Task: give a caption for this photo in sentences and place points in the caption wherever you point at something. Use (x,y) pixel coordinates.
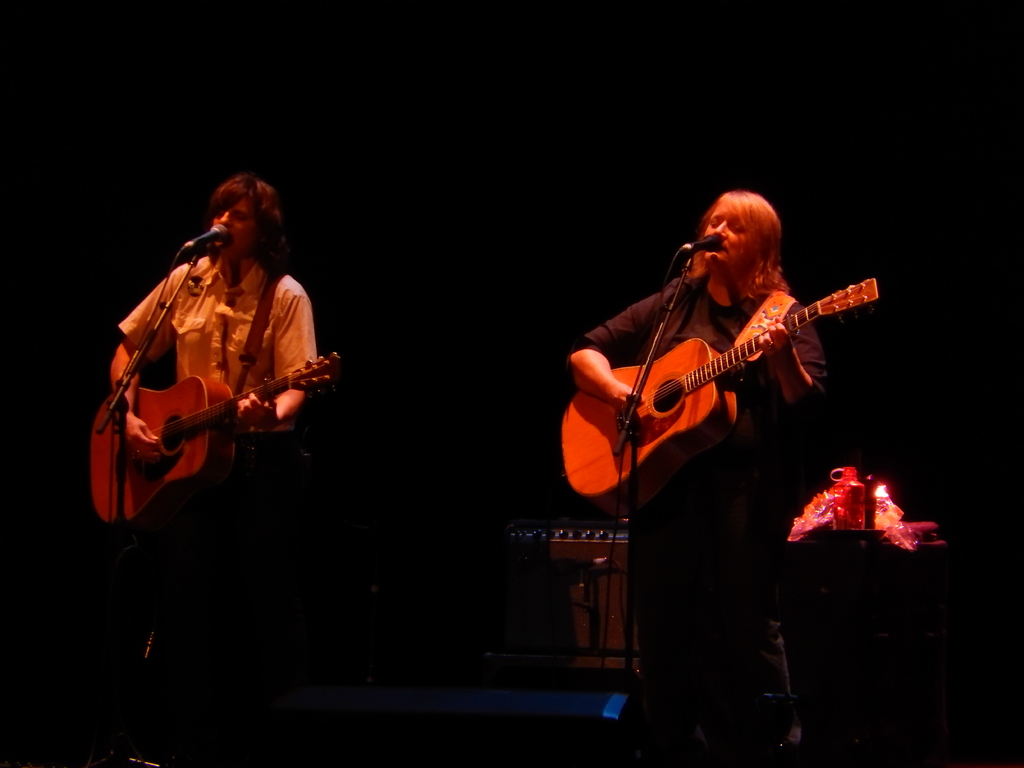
The picture consists of two people (639,528) standing and holding guitars (702,413) and playing and singing in front of the microphones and behind them there is a speaker (617,602) and a table (874,638) on which some lights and bottles (846,502) are kept.
